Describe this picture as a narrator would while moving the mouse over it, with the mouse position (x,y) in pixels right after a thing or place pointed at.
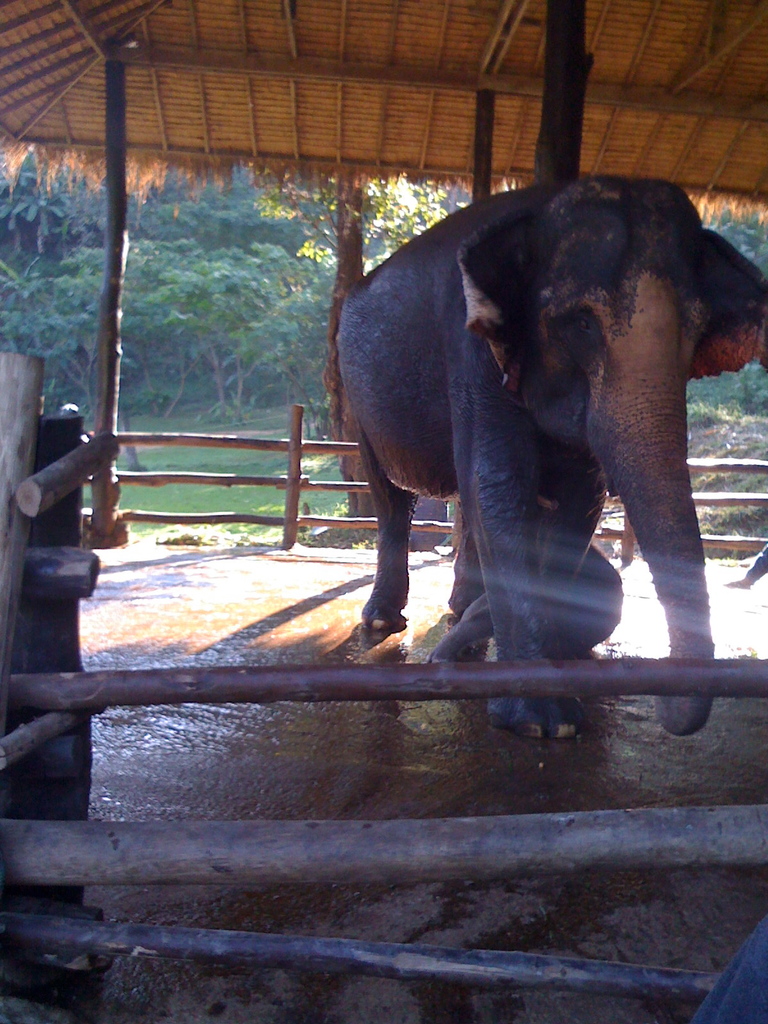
In this image we can see an elephant (624,299) on the ground (394,722). In the background (287,420), we can see group of wood poles (332,445), a shed (326,14), group of trees (45,336) and the grass (277,468).
